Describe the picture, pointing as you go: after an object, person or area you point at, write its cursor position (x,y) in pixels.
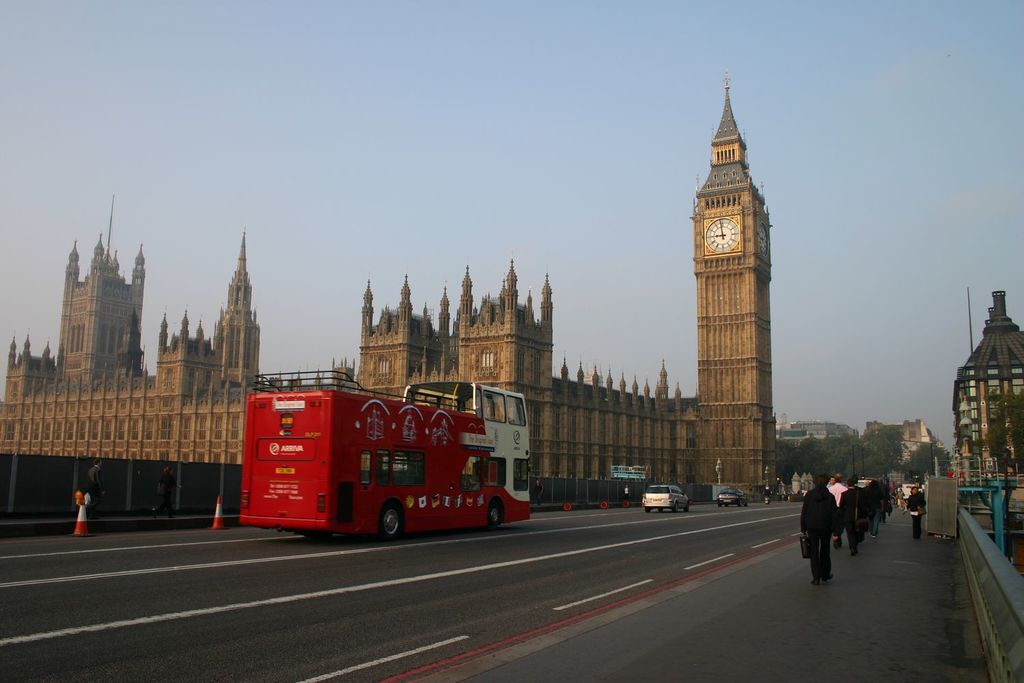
There is a road (295,563). On that there are many vehicles (455,479). On the right side (769,597) there is a sidewalk (852,591). Many people (850,523) are walking through the sidewalk (865,588). Also there is a building (975,447). Near to the road (133,536) there are traffic cones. Also there is a building (615,406) with tower (724,338). On the tower (730,242) there are clocks (718,238). In the background (824,425) there are trees (875,450), buildings (904,425) and sky (437,74).
